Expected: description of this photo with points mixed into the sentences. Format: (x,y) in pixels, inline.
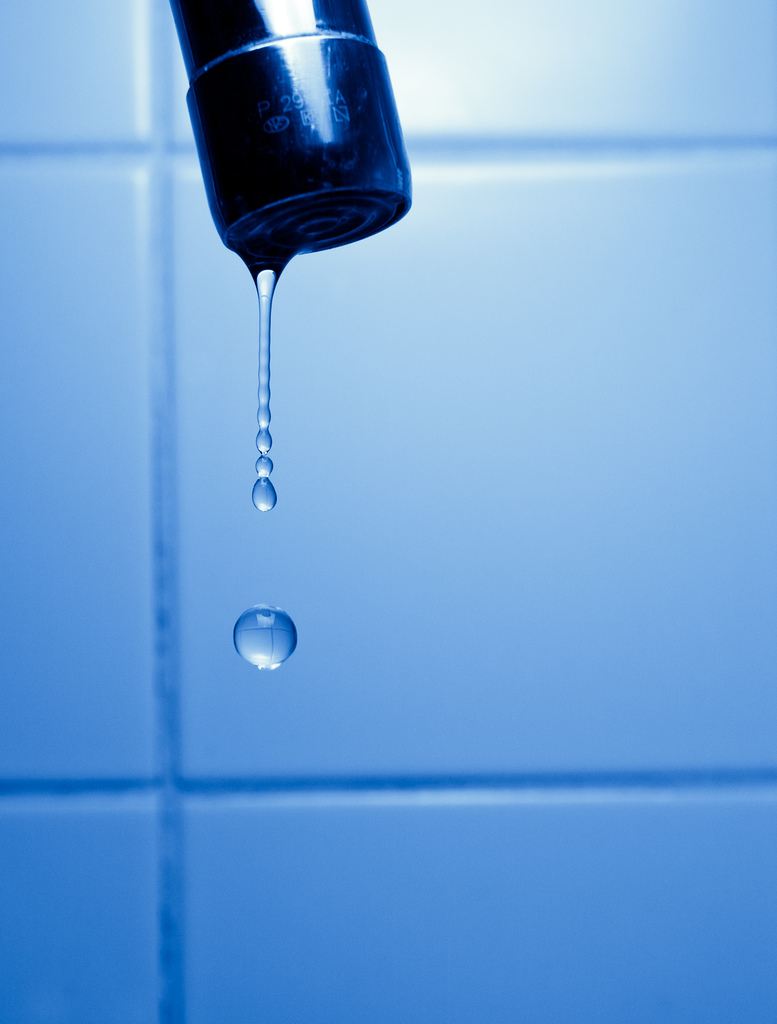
In the center of the picture (268,394) there is a tap (304,148), through the tap (324,107) we can see water droplets (262,625) coming out. In the background (121,553) it is wall (88,373).
